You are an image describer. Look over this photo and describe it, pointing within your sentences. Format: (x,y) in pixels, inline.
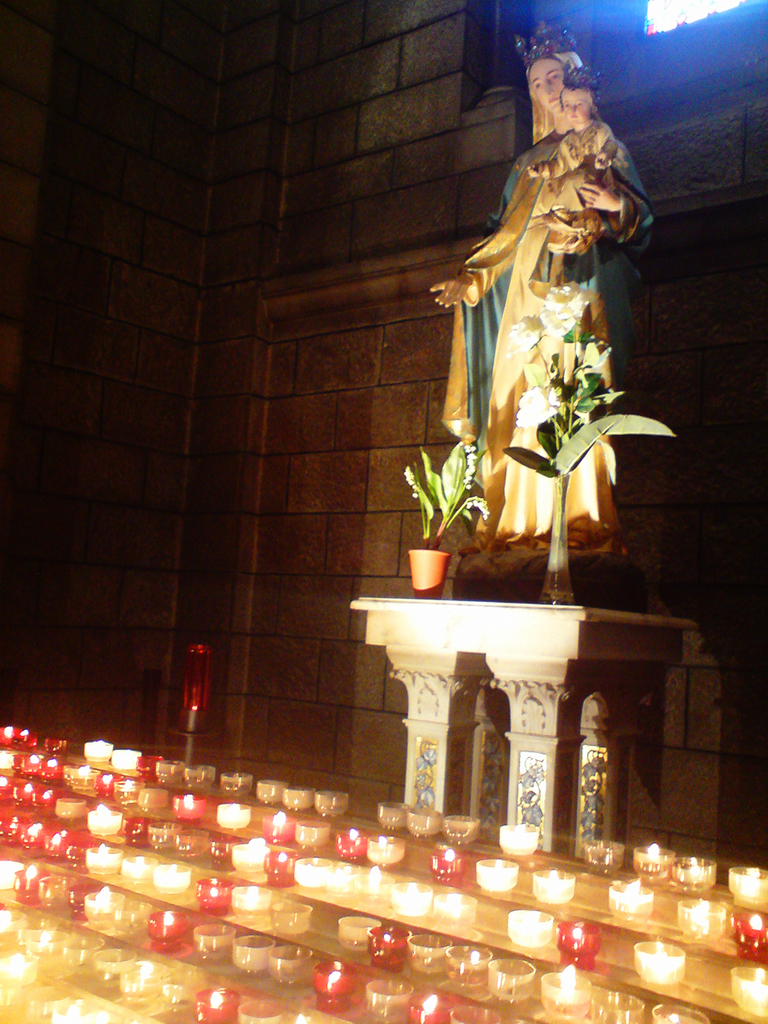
In the image there is a statue (513,470) of a lady (585,193) in front of wall (337,430) with plants (458,495) in front of it, on the left side (181,799) there are many candles (433,859) in a bowl (388,854) on steps (357,902).
